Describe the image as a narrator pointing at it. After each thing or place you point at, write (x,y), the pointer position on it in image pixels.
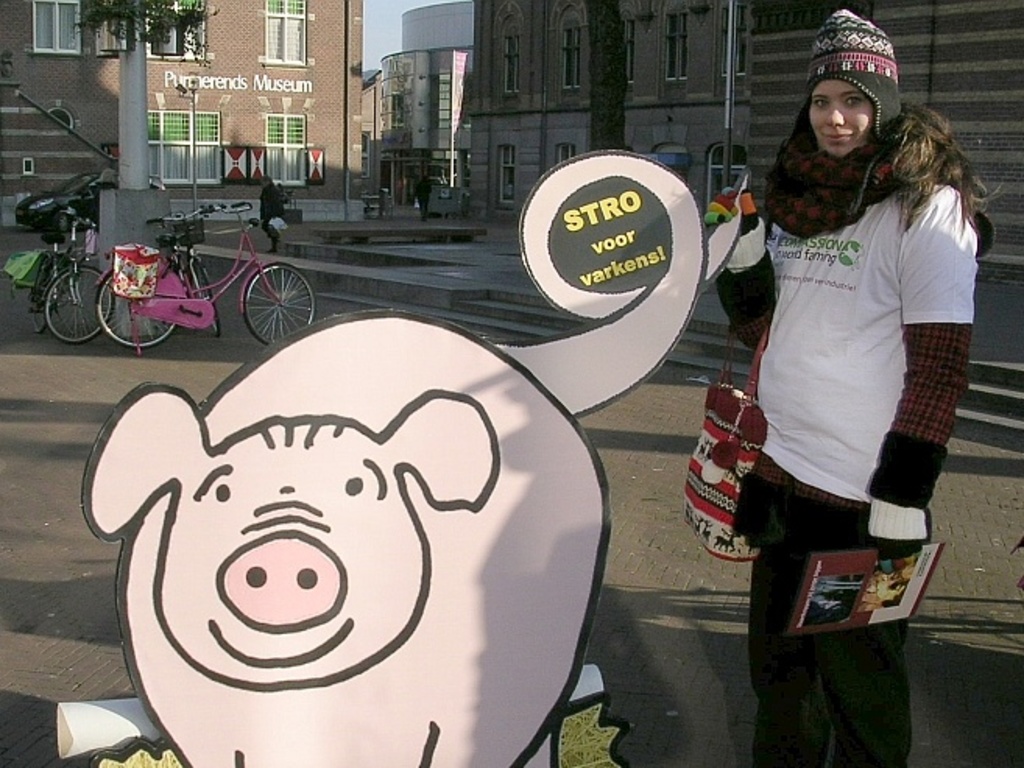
In this image I can see a woman (745,281) is standing on the right side (734,290) and I can see she is holding a board (578,370). I can see she is wearing white colour t shirt (882,367), a cap (846,72), gloves (764,229) and I can see she is carrying a bag (735,543). I can also see a book (831,558) in her hand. In the background (200,216) I can see few buildings (348,123), windows (161,143), few bicycles (139,247) and few people (267,231). In the front (626,215) I can see something is written on the board (591,257).
